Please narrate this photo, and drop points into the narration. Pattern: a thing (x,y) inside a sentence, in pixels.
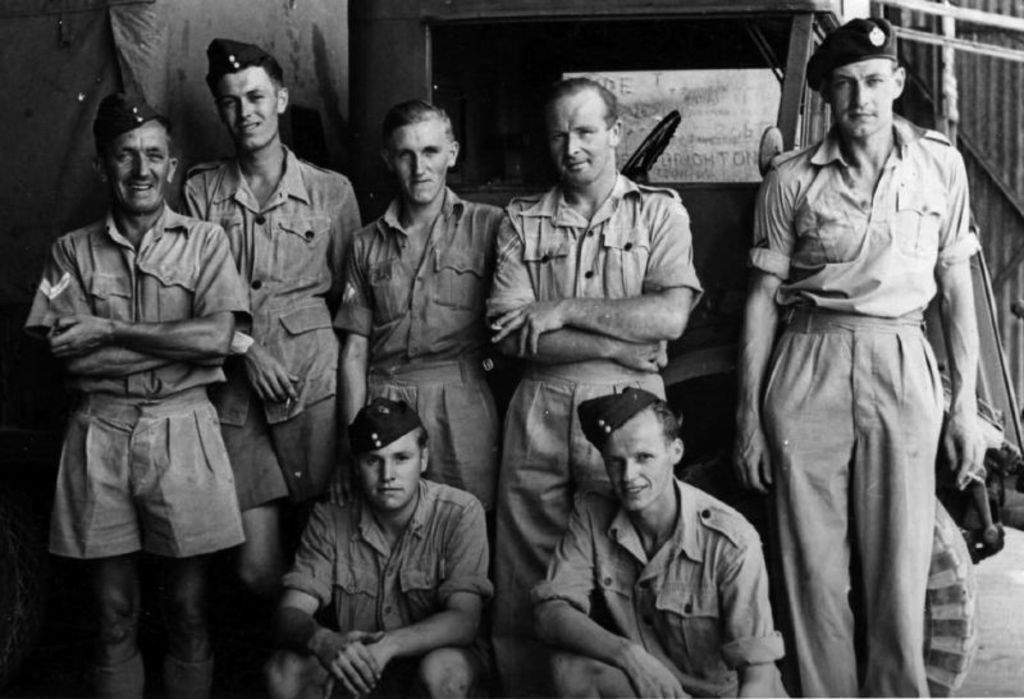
This is a black and white image. In the center of the image (621,377) some persons (457,365) are there. In the background of the image (731,86) we can see vehicle (463,114), cloth (338,94). At the bottom right corner (975,653) there is a floor (1021,657).
